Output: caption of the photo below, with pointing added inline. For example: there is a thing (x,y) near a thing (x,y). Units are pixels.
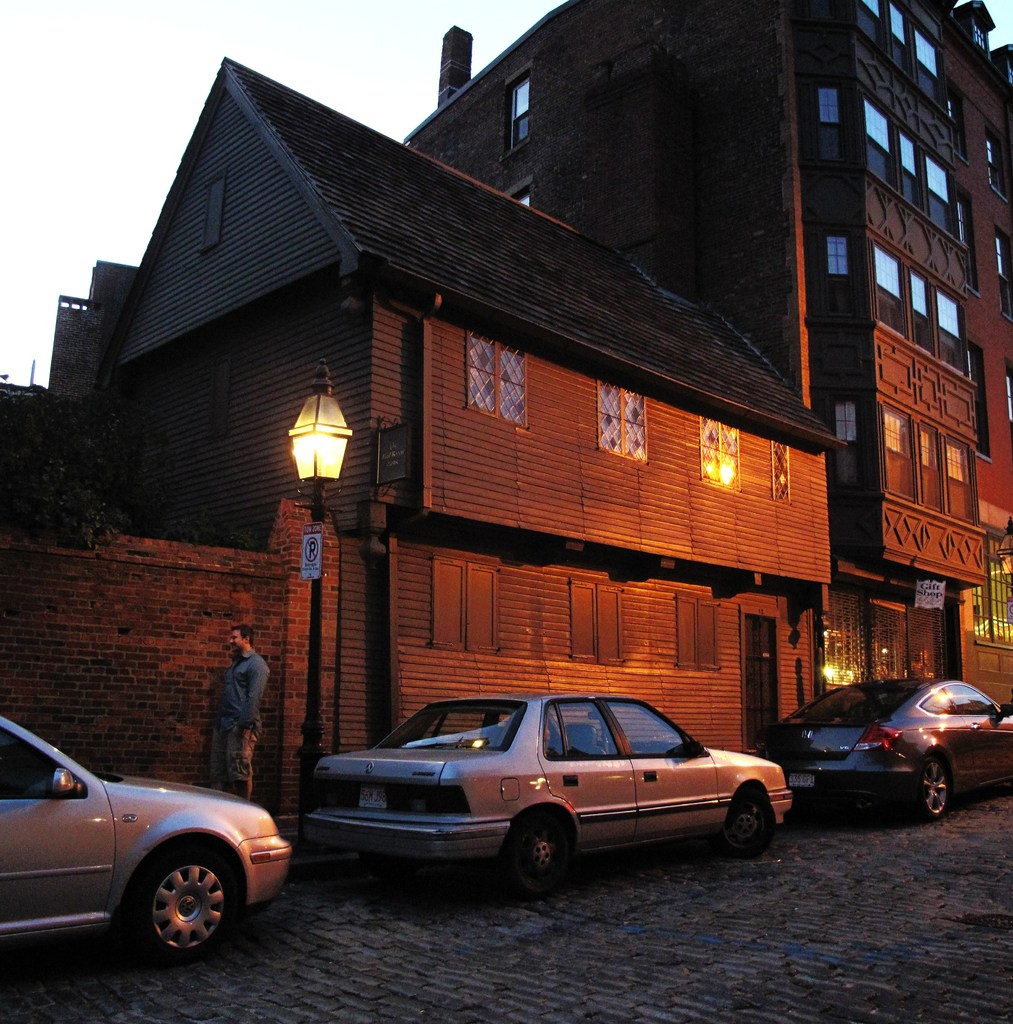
In this image we can see buildings (562,237) with windows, cars (75,771), lights (328,471), plants (29,401), person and in the background (151,80) we can see the sky (175,52).
